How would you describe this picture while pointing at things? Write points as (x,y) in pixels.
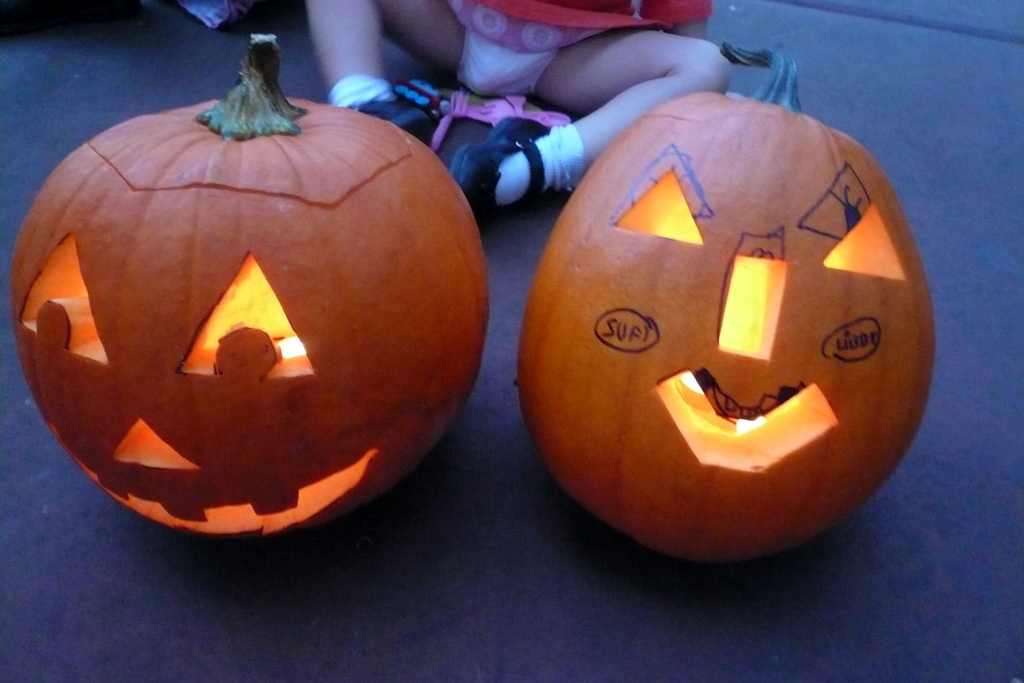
In this image we can see two pumpkins (282,465) carved and kept on the surface (883,521). In the background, we can see the person's leg (521,178) wearing shoes (533,176) and socks (508,178).
